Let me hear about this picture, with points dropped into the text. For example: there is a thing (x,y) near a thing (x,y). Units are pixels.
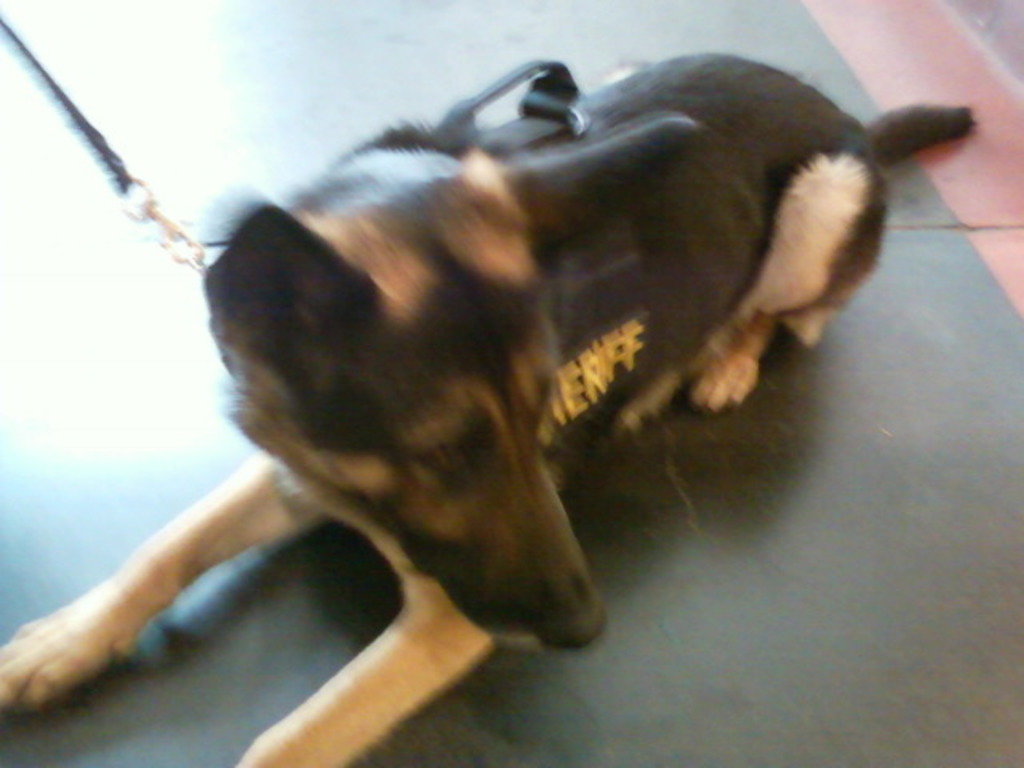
In this image there is a dog (453,539) laid on the floor (335,105).
